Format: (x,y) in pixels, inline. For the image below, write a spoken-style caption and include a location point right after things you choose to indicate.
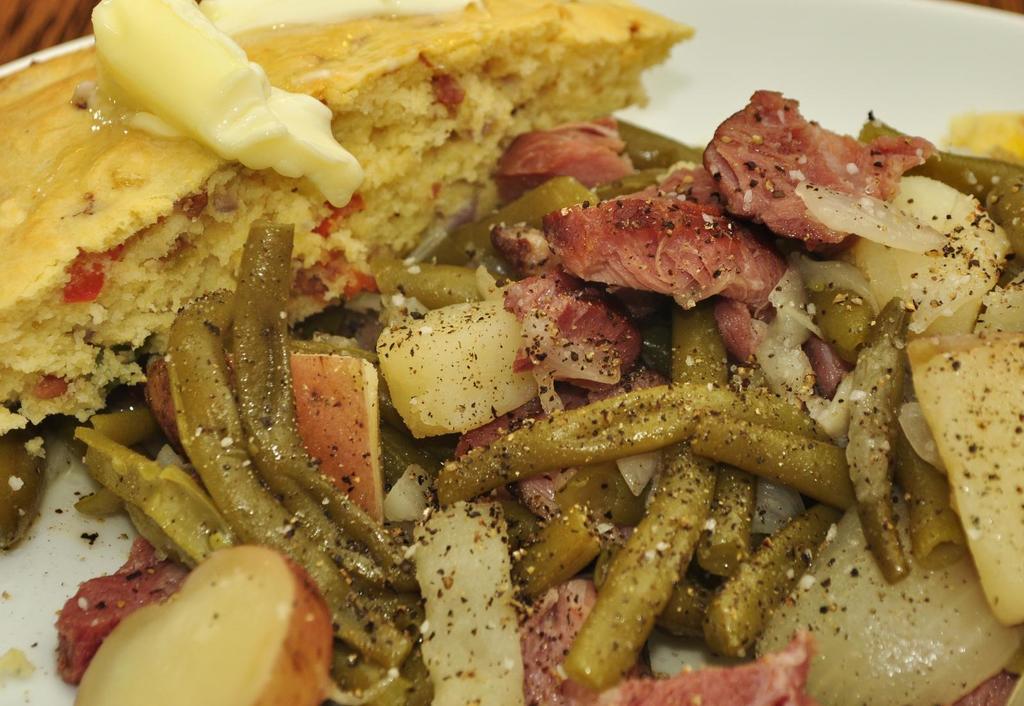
In this image we can see a serving plate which has pie (203,192) with butter (251,69) on the top of it and saute meat (625,339) and vegetables (543,369).
